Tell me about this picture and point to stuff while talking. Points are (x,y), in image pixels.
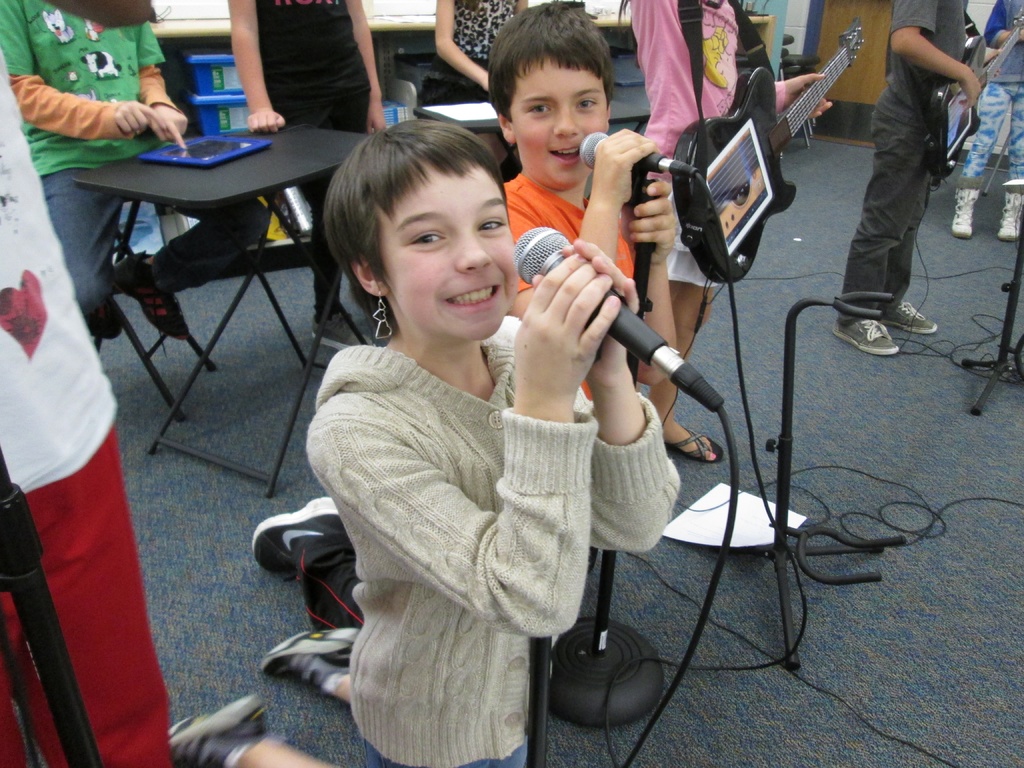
Girl (428,438) and boy (571,105) are singing together with microphones (687,380) beside there is another person (638,47) holding a guitar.
